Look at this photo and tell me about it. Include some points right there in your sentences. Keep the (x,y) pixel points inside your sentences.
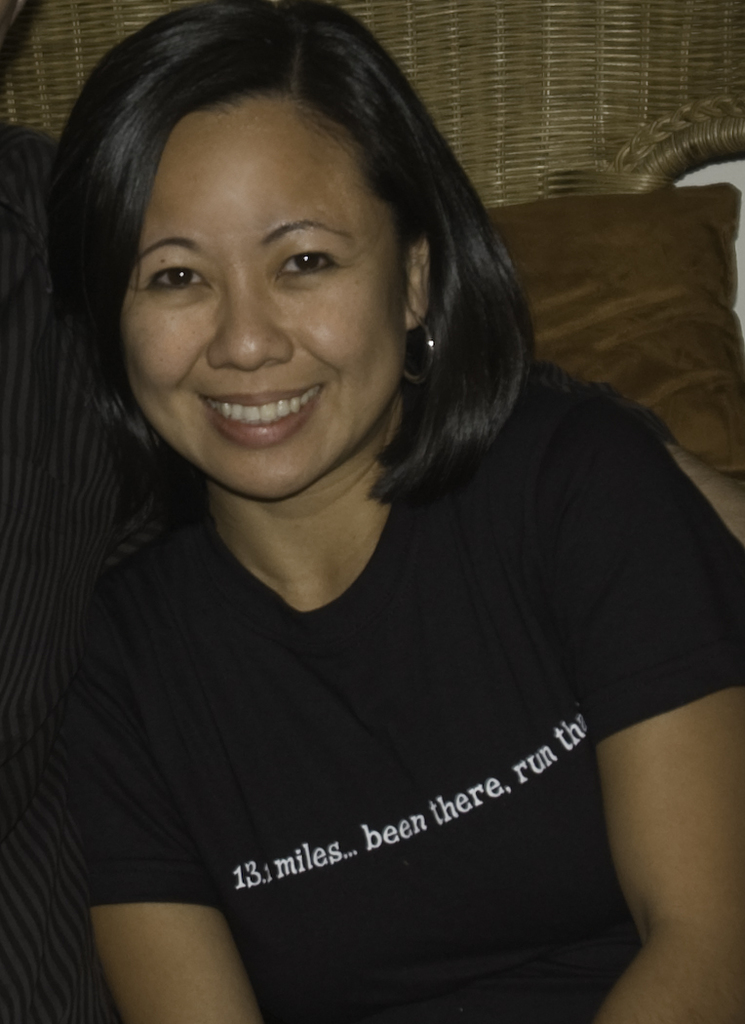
In this image I can see a woman (452,875) sitting and smiling. She is wearing a black t shirt (537,949).
